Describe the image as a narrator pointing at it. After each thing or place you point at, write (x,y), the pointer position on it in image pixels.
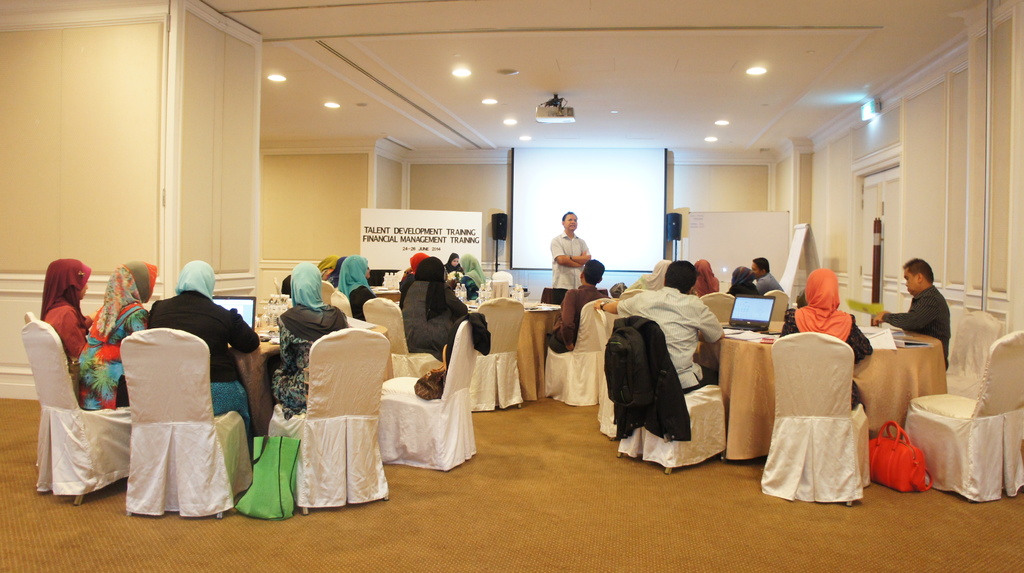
In this picture there are group of people (627,308) they are sitting on the chair (184,340) and there are tables (908,349) in front of them and a white board (730,240) at the right side of the image (768,243) and there is a projector screen (658,210) at the center of the image (560,211) and a man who is standing at the center of the image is explaining something, there are lights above the image.
